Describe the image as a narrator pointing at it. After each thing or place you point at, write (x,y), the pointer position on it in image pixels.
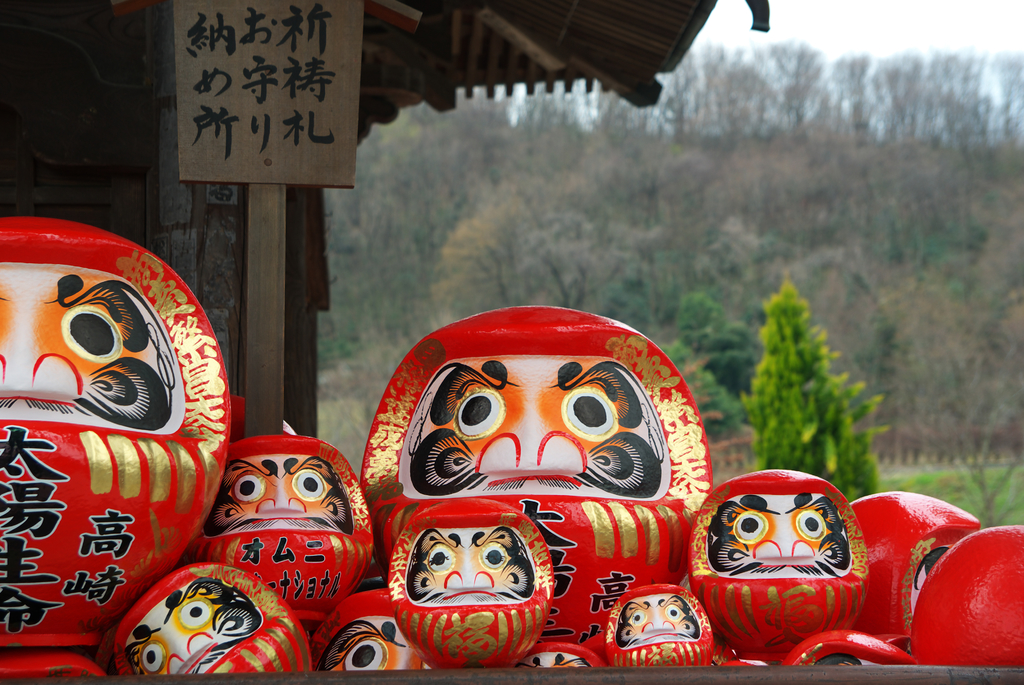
In this image in front (42,454) there are some objects (444,561) with the painting (421,475) on it. There is a wooden board (342,103). There is a house (452,52). In the background of the image (646,204) there are trees (732,192) and sky (845,21).
